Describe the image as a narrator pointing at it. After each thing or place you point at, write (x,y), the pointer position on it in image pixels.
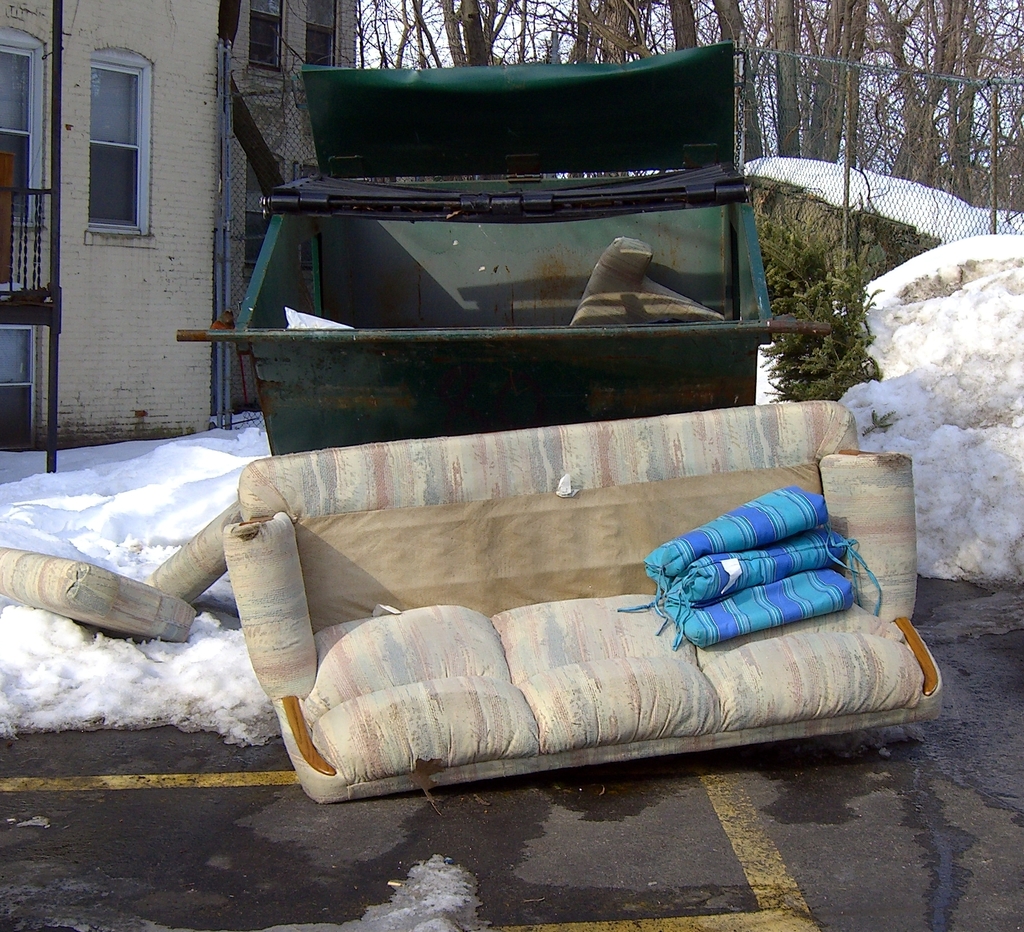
In this image we can see a dustbin (517,350). Near to that there is a sofa (476,648). Also there are pillows (84,578). And there is snow (194,493). On the left side (93,226) there is a building (100,234) with windows (144,152). In the background (777,154) there are trees (769,18). And there is a mesh fencing (848,158).
